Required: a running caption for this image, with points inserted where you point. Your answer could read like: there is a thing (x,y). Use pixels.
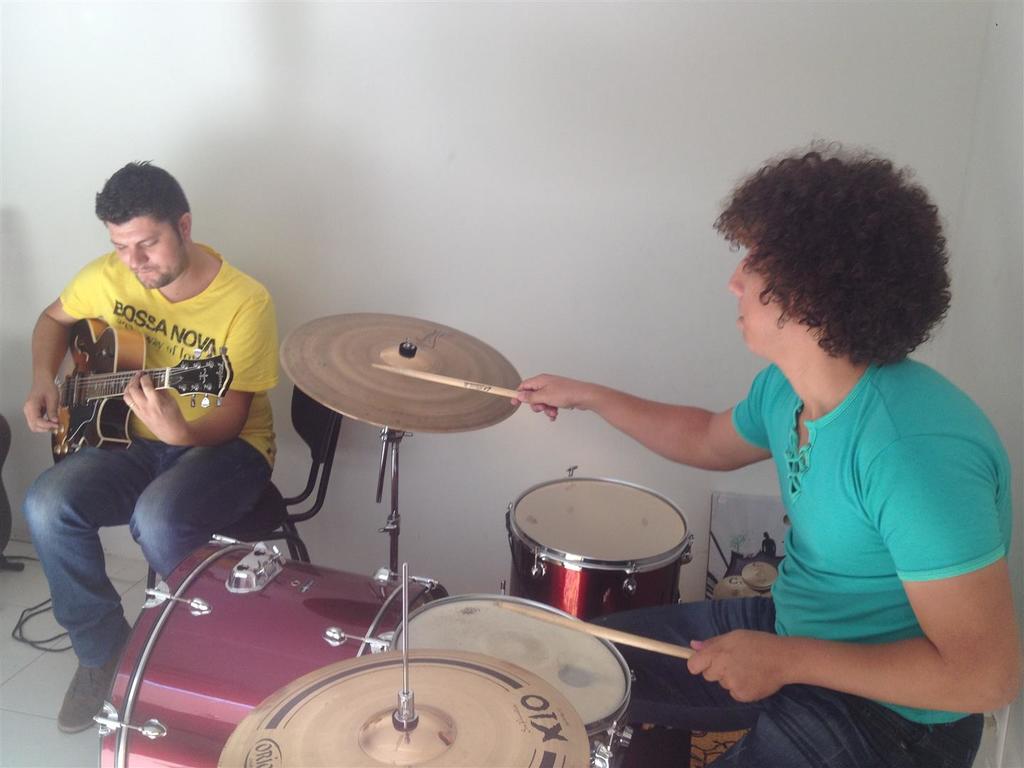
As we can see in the image there are musical drums (375,425) and two persons (225,457) sitting on chairs (258,509). There is a white color wall (564,422). The man (843,307) sitting on the right side (888,468) is wearing green color dress (838,504) and playing musical drums (383,415). The man (168,457) sitting on the left side (137,294) is wearing yellow color t shirt (200,309) and playing guitar (69,444).
